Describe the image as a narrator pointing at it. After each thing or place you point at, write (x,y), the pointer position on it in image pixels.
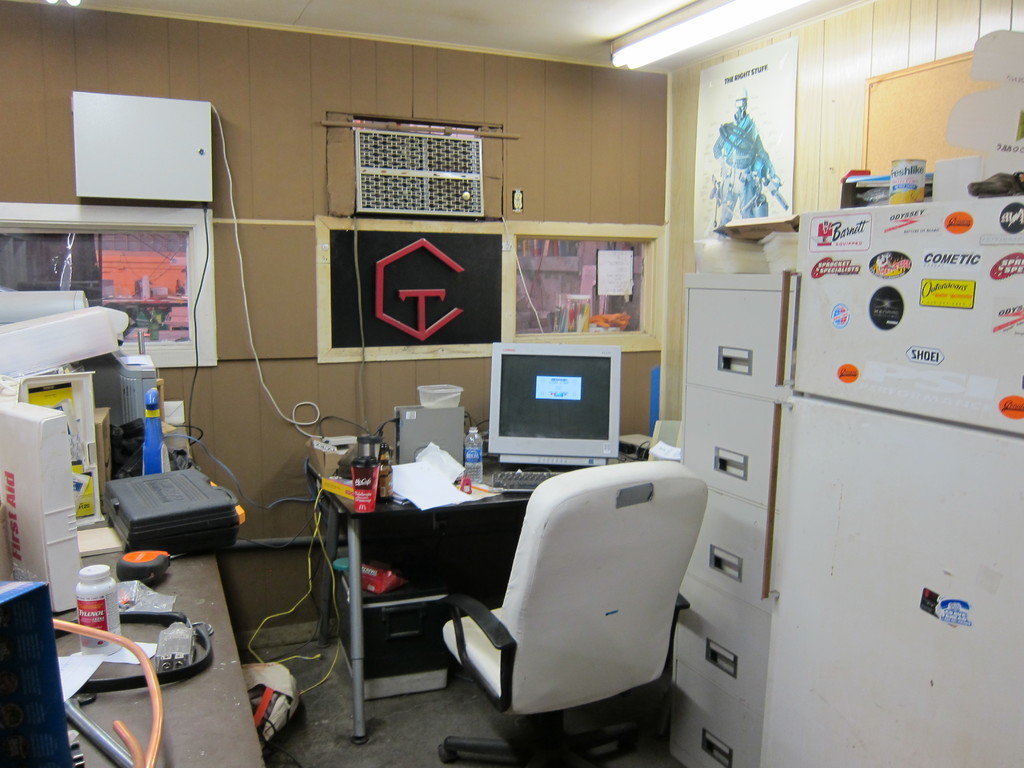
In this picture we can see the inside view of a building (324,763). Inside the building (289,629) there is a chair (463,655), desks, monitor (538,414), keyboard (533,477), bottles (477,454), cables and some objects (85,508). On the right side of the chair (636,578), those are looking like lockers (708,617) and a refrigerator (838,484). Behind the monitor (574,388) there are some objects (553,252) on the wall (578,150). At the top (647,60) there are lights (694,24).
